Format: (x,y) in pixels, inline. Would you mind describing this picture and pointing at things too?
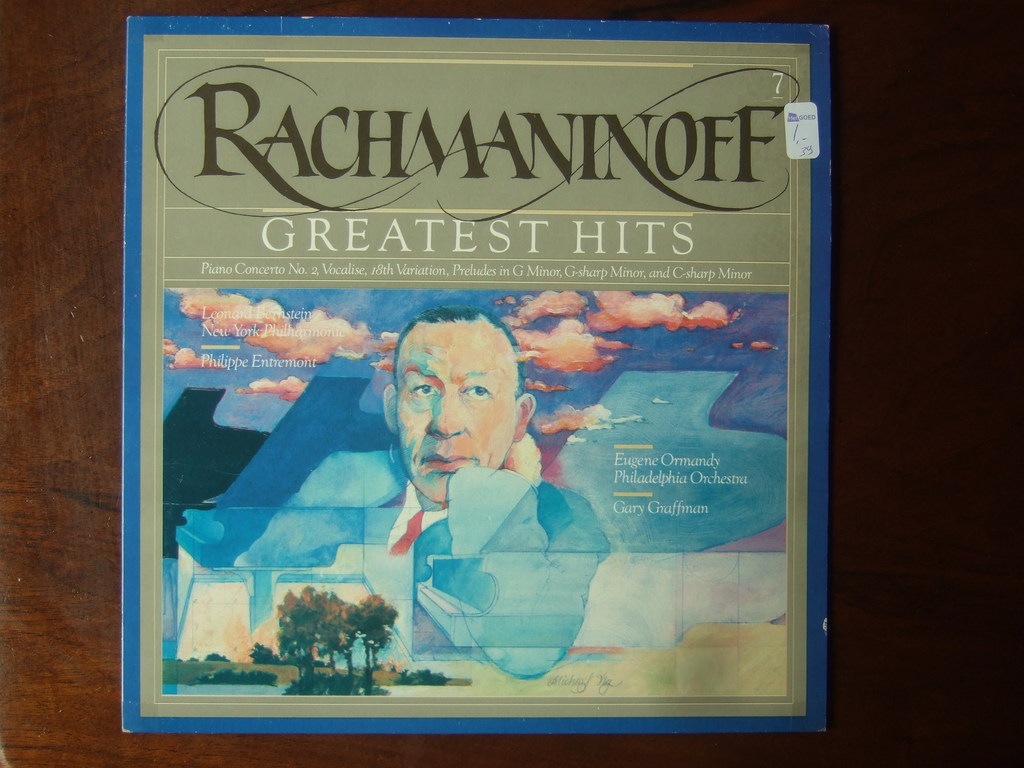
In this image we can see an album cover (580,299). The album (577,291) is titled as "Rach maninoff" and the cover page (512,440) is designed with a painting (408,485) of a man (488,373) and trees (379,605) and cloudy sky (296,358).
